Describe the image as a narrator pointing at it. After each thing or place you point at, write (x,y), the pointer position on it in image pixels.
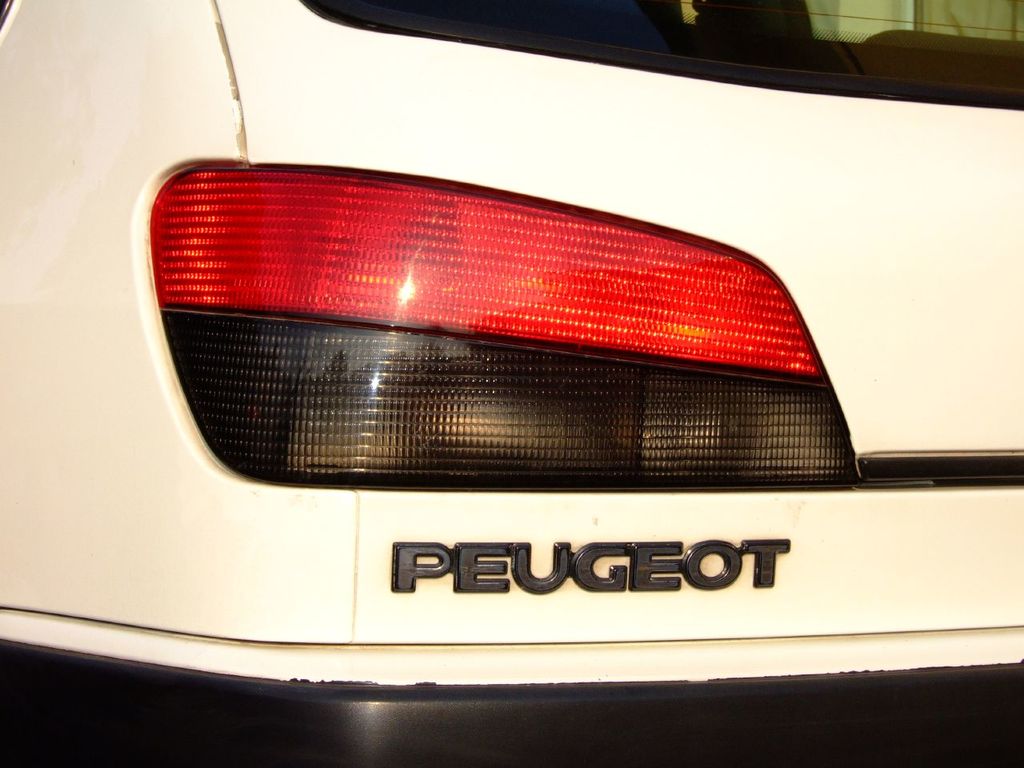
In this image I can see the vehicle (190,570) which is in white color. I can see the light (431,276) which is in red and black color and I can see the name (646,554) written on it.
